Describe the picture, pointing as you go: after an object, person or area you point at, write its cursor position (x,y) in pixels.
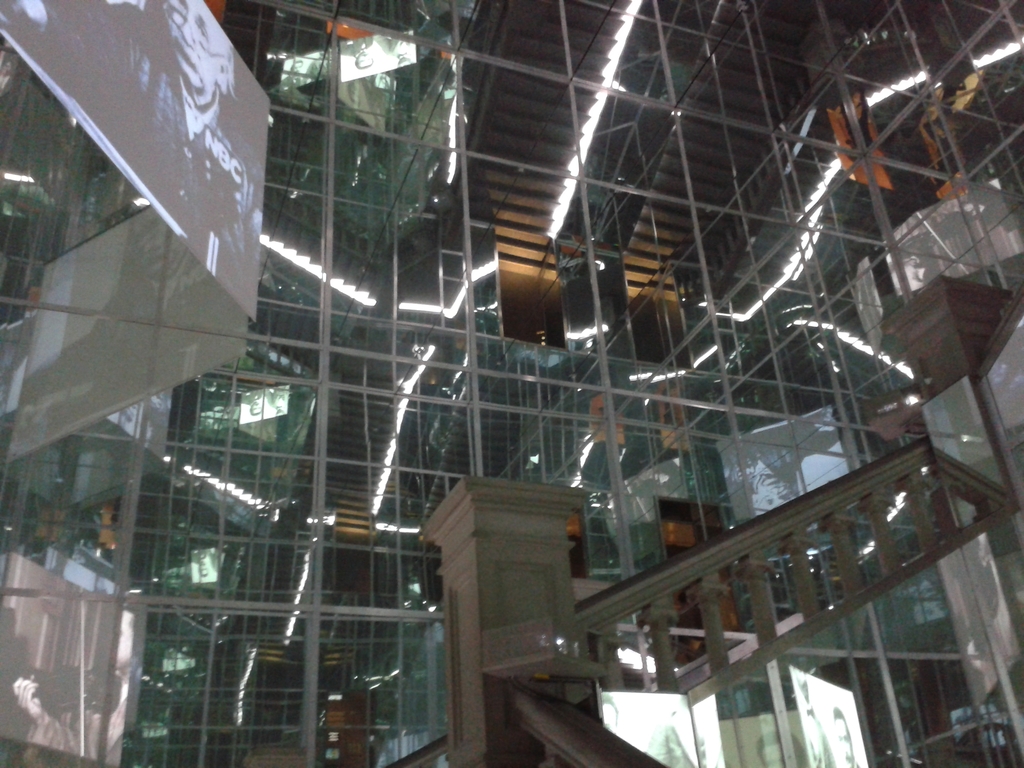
In this image we can see a building (547,346) with lights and screen (703,719). To the right side of the image (861,605) we can see a staircase (543,740).
